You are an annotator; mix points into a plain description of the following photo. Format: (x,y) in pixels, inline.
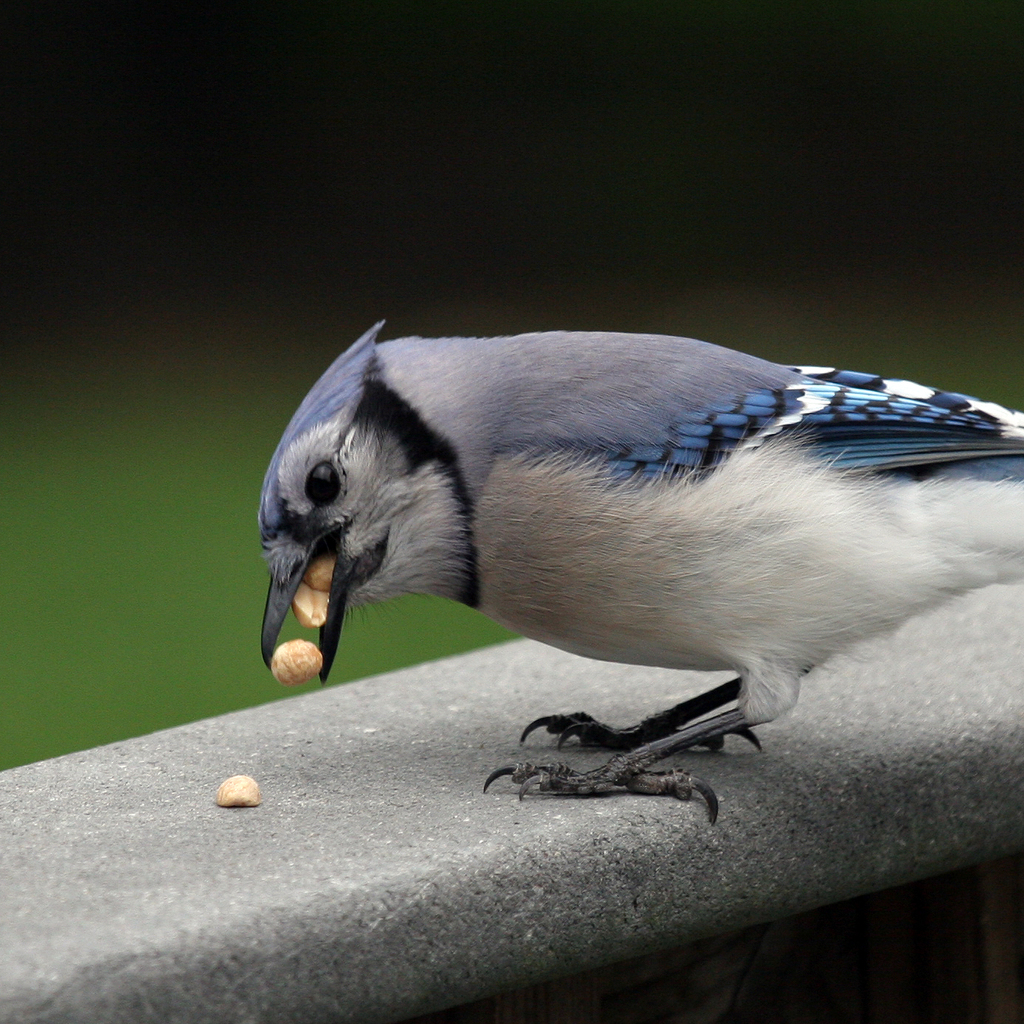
In the center of the image (560,420) we can see a bird (627,771) is standing on the wall (428,804) and eating the seeds (293,674). In the background (315,642) the image is blur.
